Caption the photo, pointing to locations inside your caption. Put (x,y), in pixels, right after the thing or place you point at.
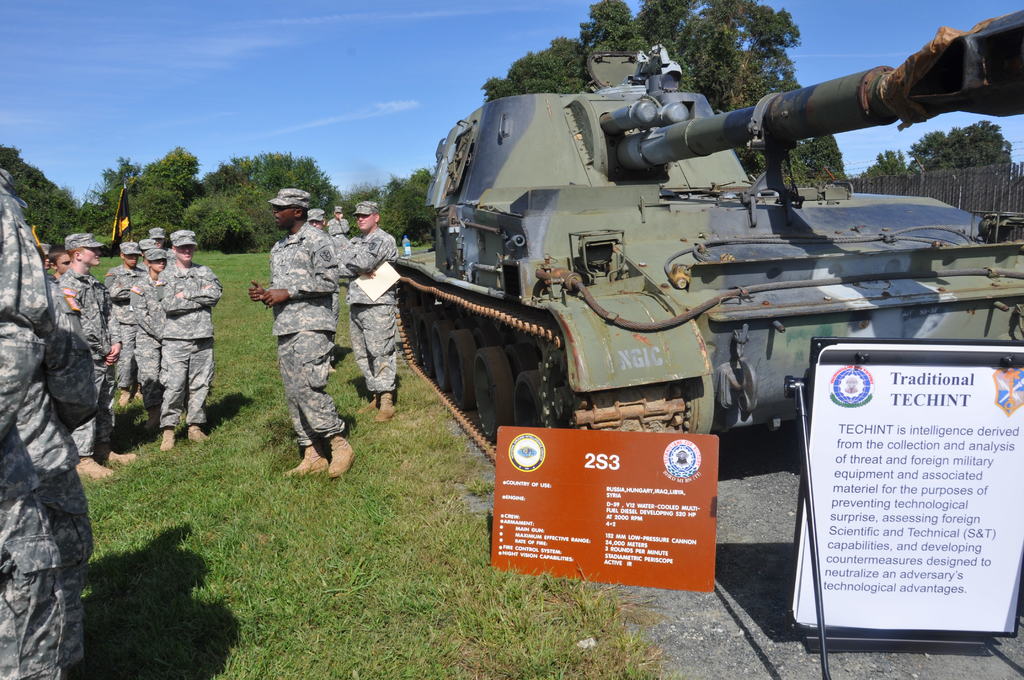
In the image we can see there are people (110,335) standing on the ground (409,534) and they are wearing caps (141,244). There is a war tank (579,391) kept on the ground (760,553) and there are stones (763,617) on the ground (774,600). There are banners (677,498) kept on the ground (431,455) and behind there are lot of trees (155,208). There is a clear sky (268,90).
